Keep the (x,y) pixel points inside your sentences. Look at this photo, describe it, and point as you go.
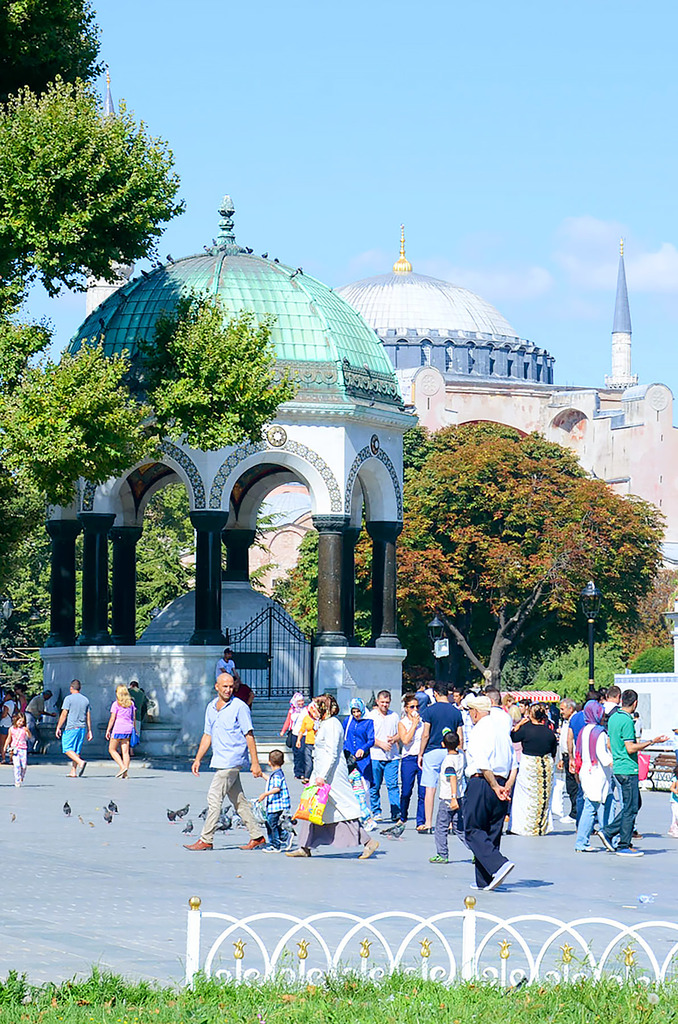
In this image we can see buildings (339,582), trees (140,406), iron grills (255,622), stairs (274,711), birds (173,819), plants (571,657), poles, street lights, grass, fence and persons (479,840) on the road (155,825). In the background (517,161) there is sky (478,218) with clouds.
